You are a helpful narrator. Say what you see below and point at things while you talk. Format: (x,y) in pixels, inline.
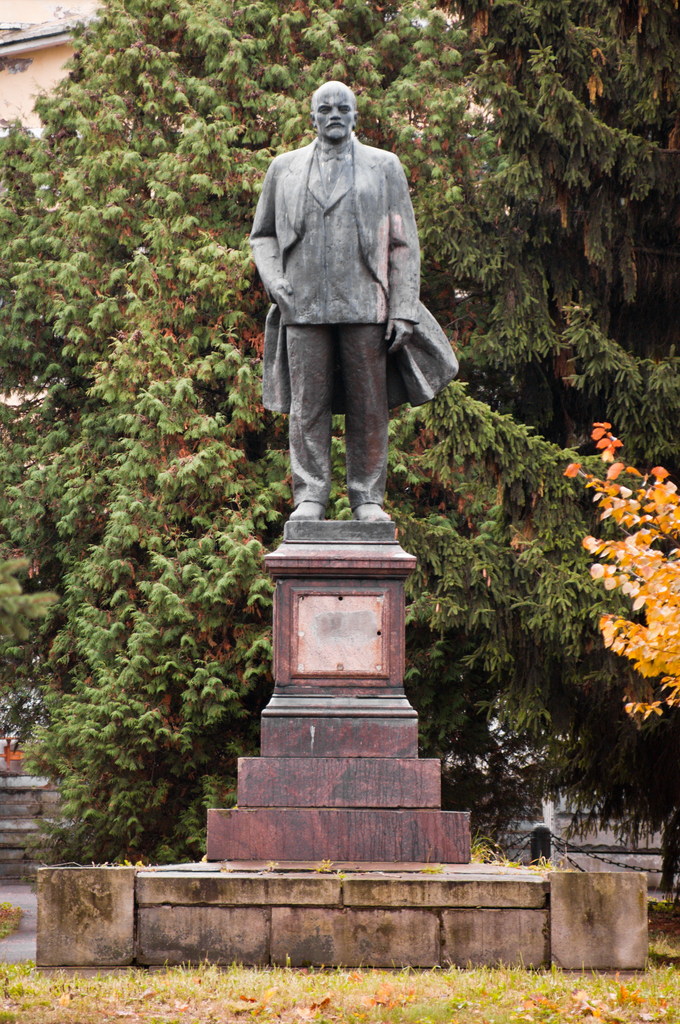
In this image I can see a statue (325,85), seems like a memorial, trees (358,100), and building (71,3) behind the statue (382,247).
